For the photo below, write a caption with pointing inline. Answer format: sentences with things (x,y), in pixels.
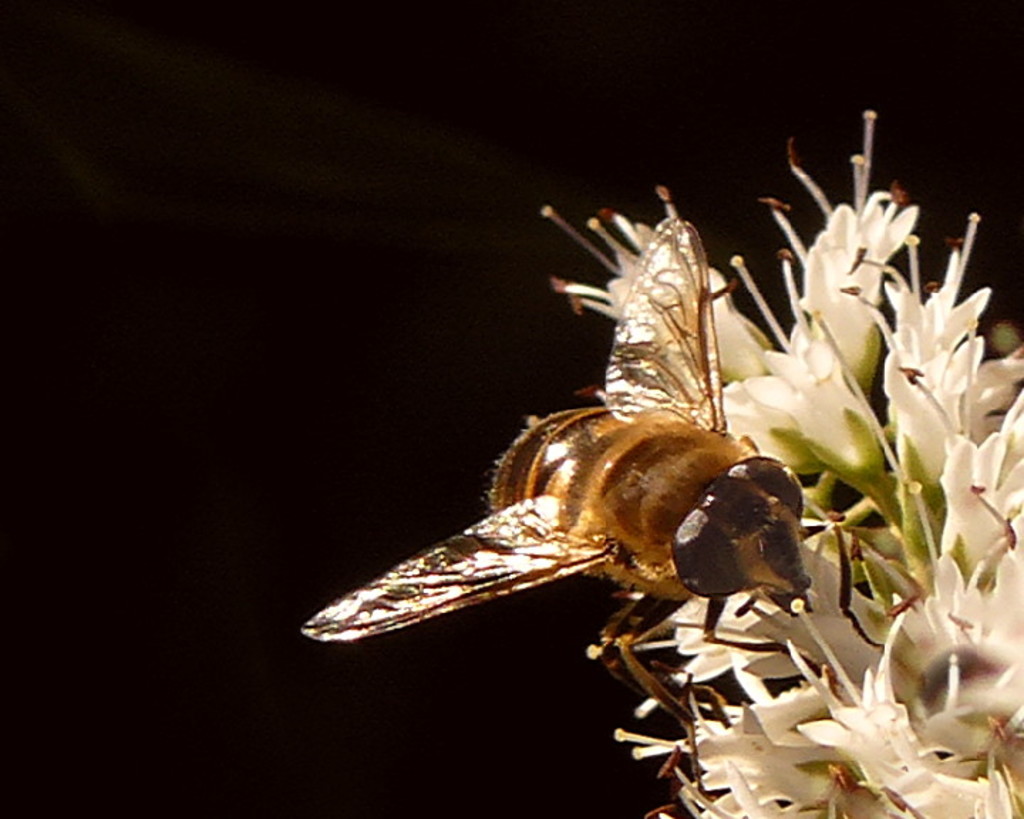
In this image we can see one insect (647,518) on the white flowers (813,614) on the right side of the image and the background (186,692) is dark.
